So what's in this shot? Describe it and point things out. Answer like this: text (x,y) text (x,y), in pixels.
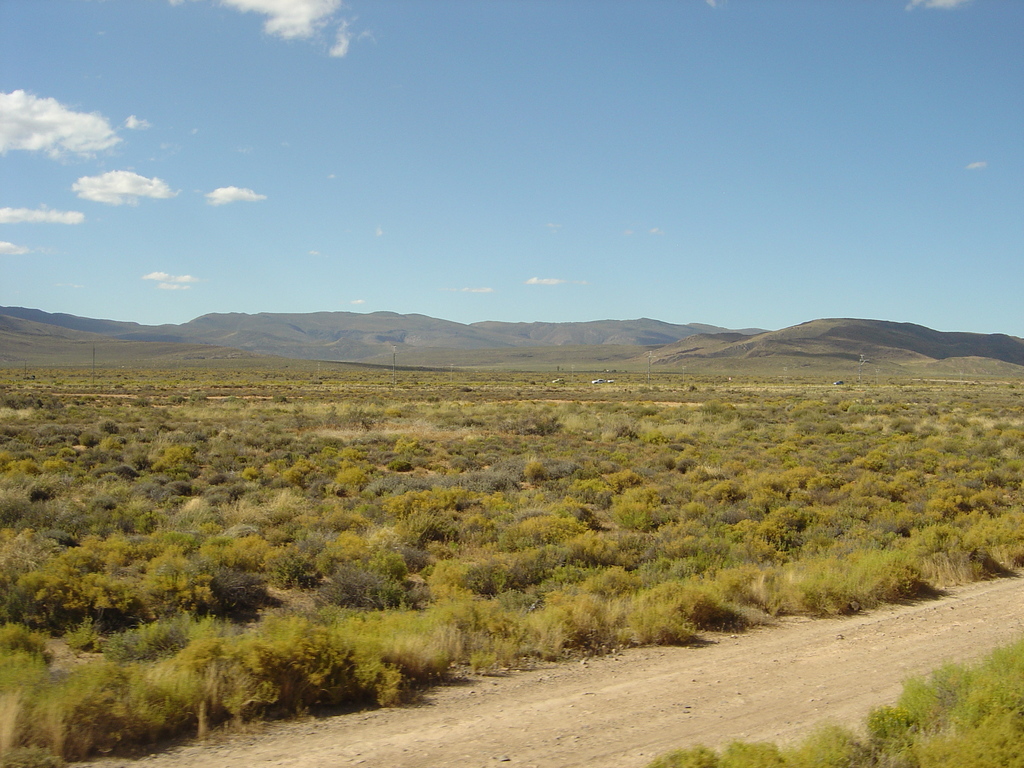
In this image we can see grass (638,519), ground (786,638), mountains (707,358) at the back (216,337) and sky (536,166) with clouds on the top (271,103).
